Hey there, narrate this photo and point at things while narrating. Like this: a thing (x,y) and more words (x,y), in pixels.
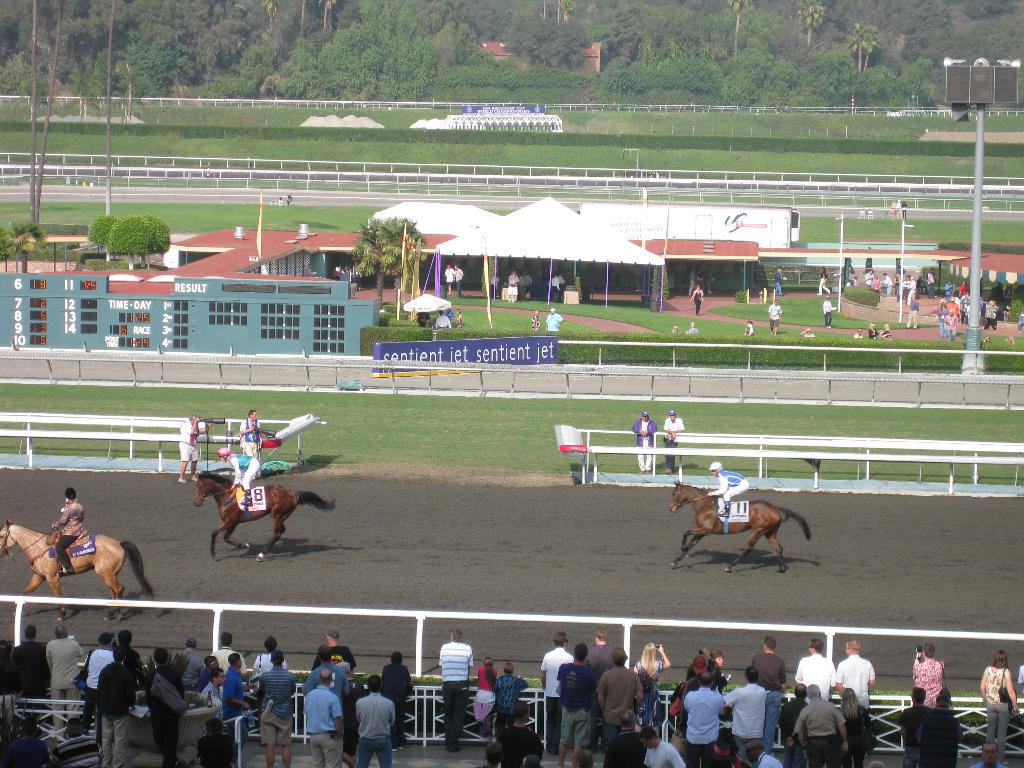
This is the picture of a stadium (609,554). In the foreground (614,682) there are group of people (554,674) standing and there are group of people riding the horse (272,507) on the road (14,504). At the back (449,292) there are group of people (447,268) standing. At the back (583,229) there is a tent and there are buildings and there are poles (976,159) and trees (544,50) and there is a hoarding (481,350). At the bottom (525,533) there is grass (485,438) and there is a road (404,532).
